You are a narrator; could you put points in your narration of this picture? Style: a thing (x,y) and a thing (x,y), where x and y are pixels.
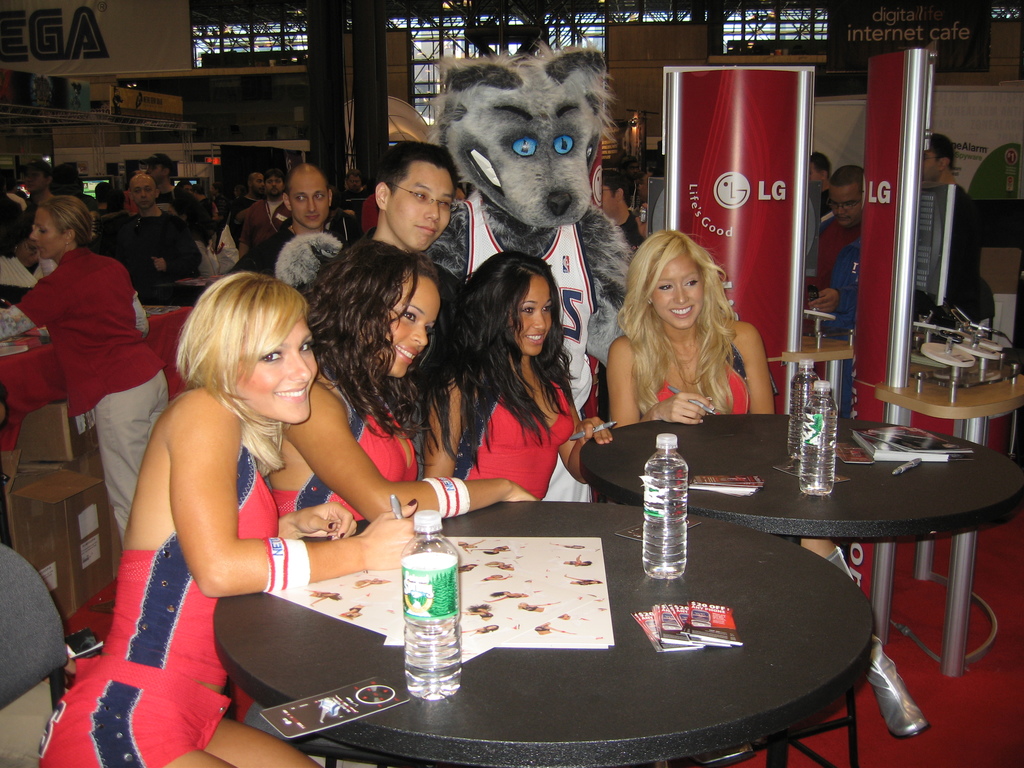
In this picture we can see four ladies (473,353) sitting around the tables (527,503) on which there are some water bottles (419,573) and around there are some other people (251,232).
